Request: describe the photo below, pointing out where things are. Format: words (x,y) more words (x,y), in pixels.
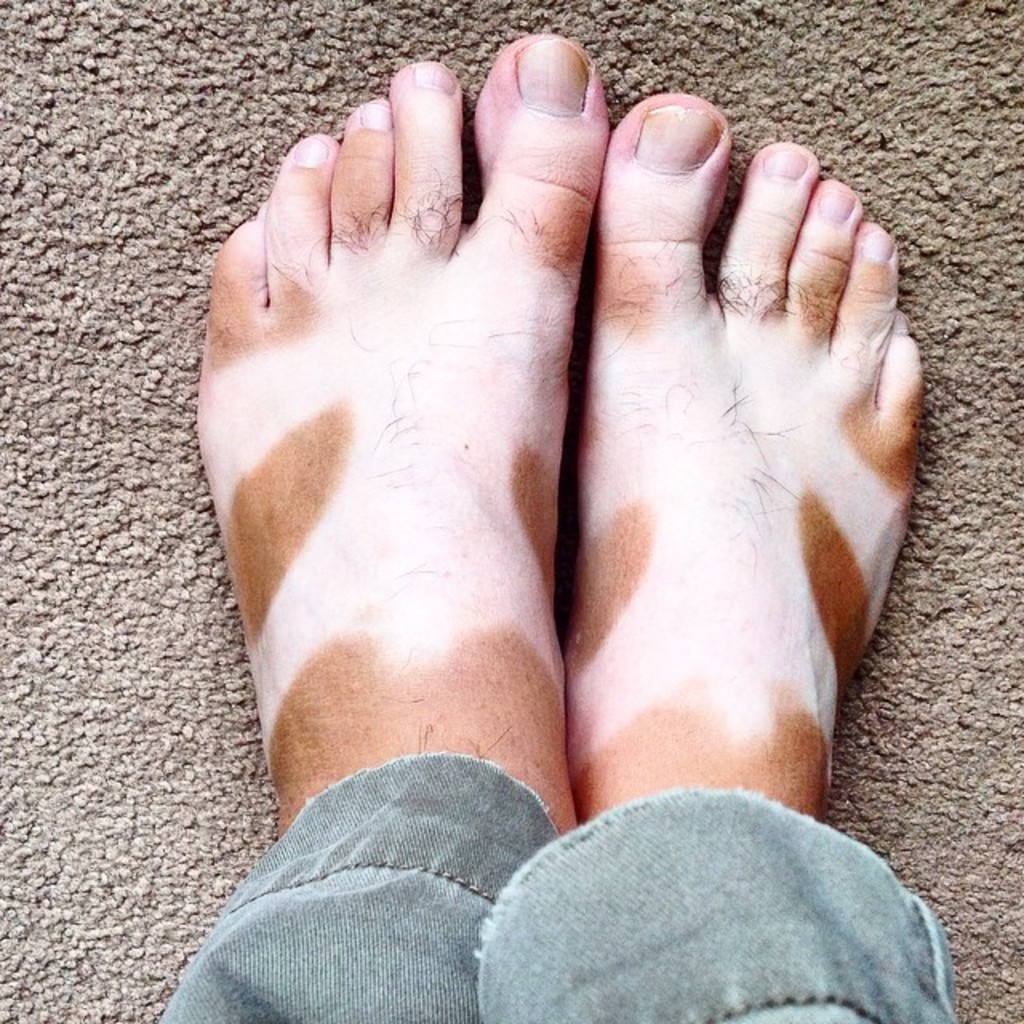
In this picture there is a person (632,423) and the legs (546,482) of the person (574,762) are in two different colors. At the bottom (115,740) there is a light brown mat (108,710).
